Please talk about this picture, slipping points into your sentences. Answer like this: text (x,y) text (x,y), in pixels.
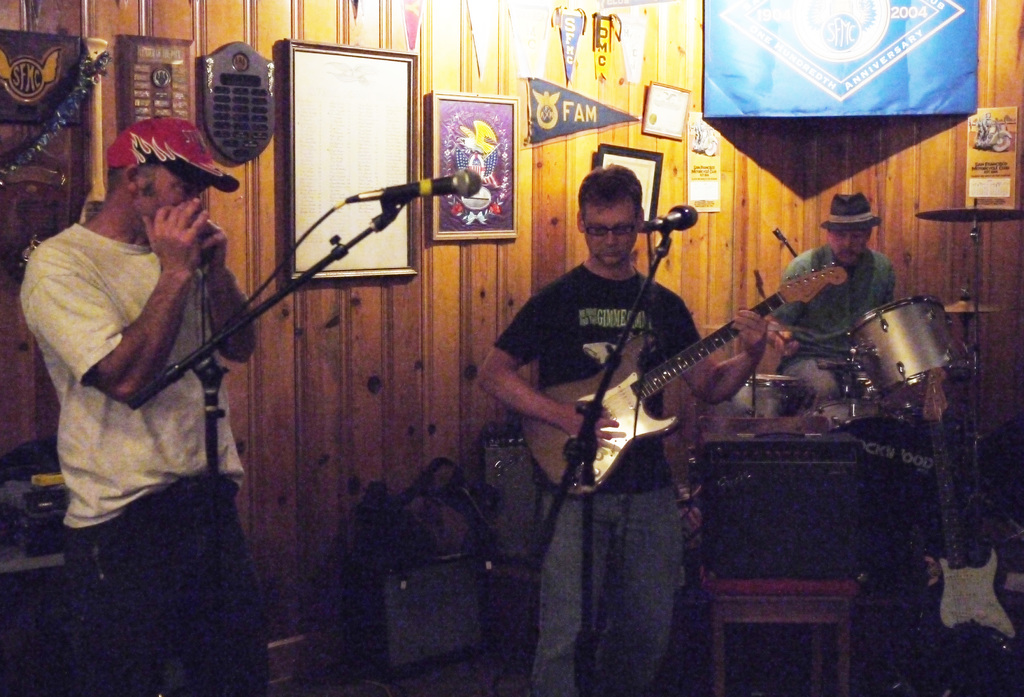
These two persons (101,690) standing. This person (850,255) sitting and playing musical instrument (850,359). This person (667,345) holding guitar (544,386). There is a microphones (663,227) with stand (590,560). On the background (475,58) we can see wall (430,50), frames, banner (833,53). we can see chairs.
